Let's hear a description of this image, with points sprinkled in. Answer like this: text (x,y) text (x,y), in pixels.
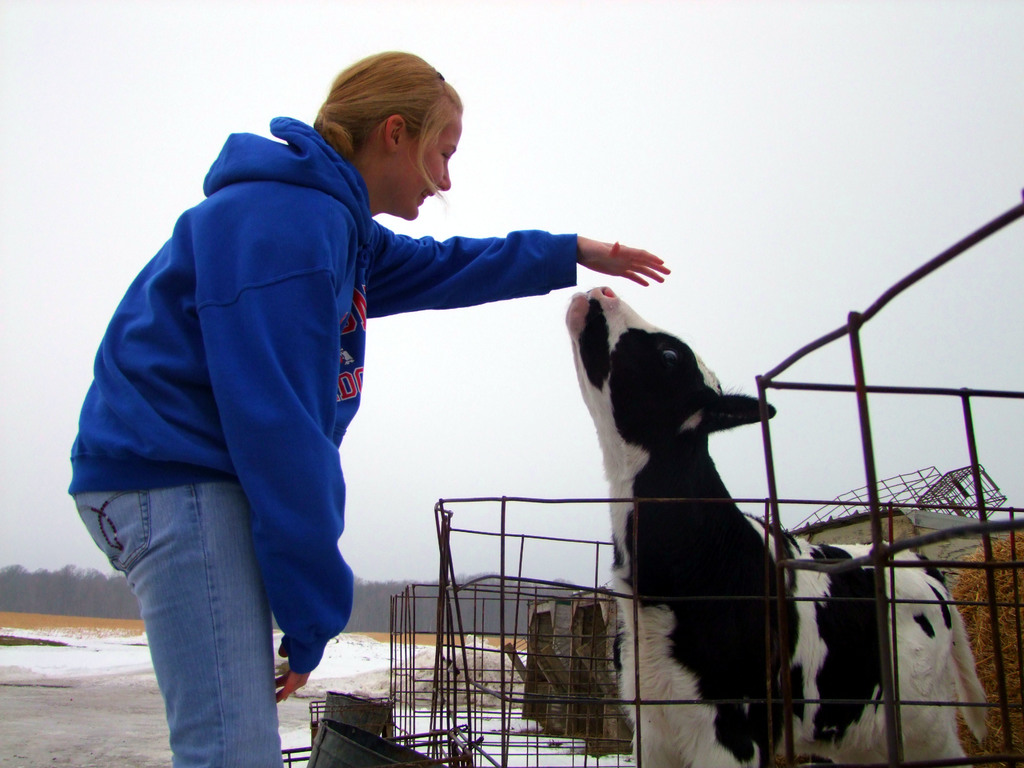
In this image I can see a woman (273,226) wearing blue jacket (248,293) and blue jeans (222,558) is standing and I can see an animal (657,397) which is black and white in color inside a cage (535,627) in front of her. I can see few metal cages (450,669) and few other objects (363,708). In the background (158,82) I can see the sky (116,119), few trees (53,578) and the ground (78,693).
